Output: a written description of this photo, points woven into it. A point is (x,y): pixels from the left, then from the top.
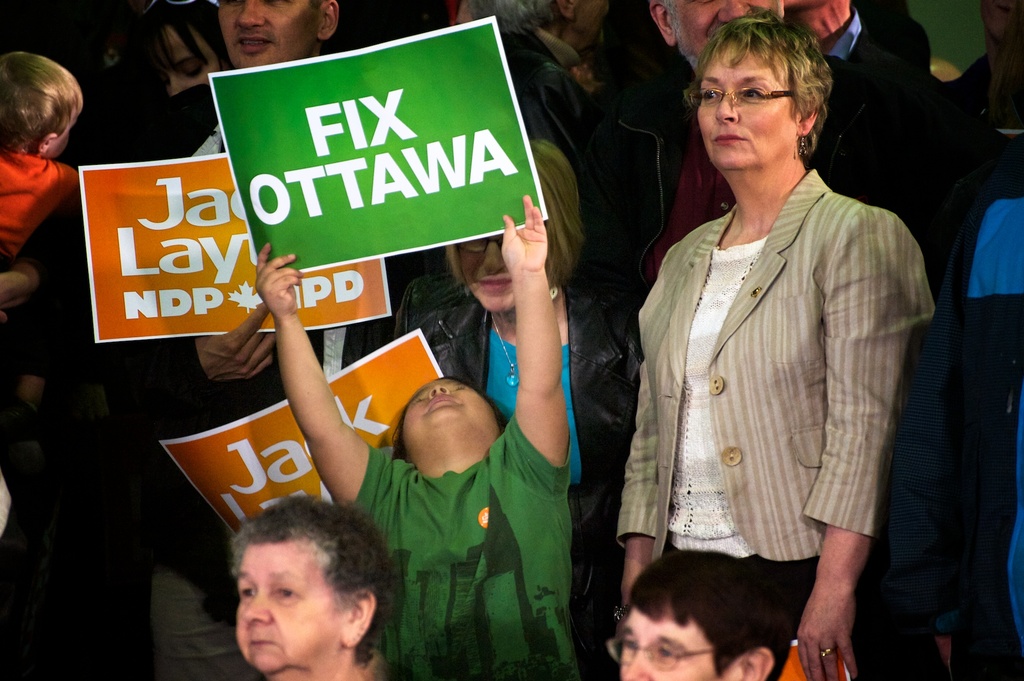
In this picture we can see kids (564,590) and other people (721,205) standing and holding placards (379,293).
